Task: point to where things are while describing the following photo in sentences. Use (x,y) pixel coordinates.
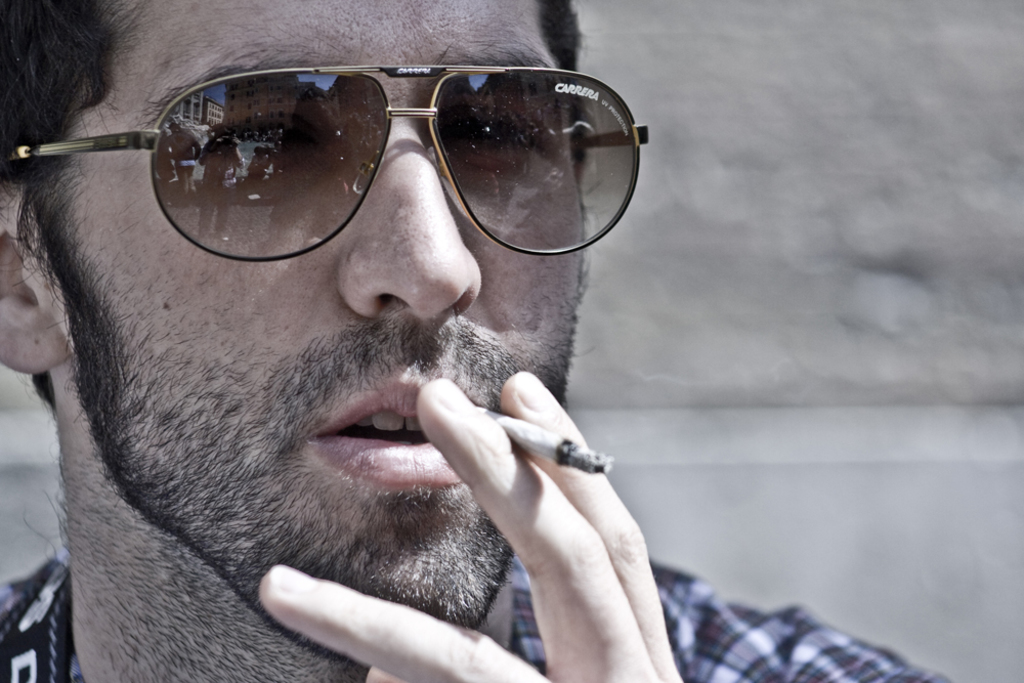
In this image there is a person (296,464) truncated, there is a person (452,423) smoking, there is a person (154,352) wearing sunglasses (314,166), the background of the person (252,565) is white in color.
